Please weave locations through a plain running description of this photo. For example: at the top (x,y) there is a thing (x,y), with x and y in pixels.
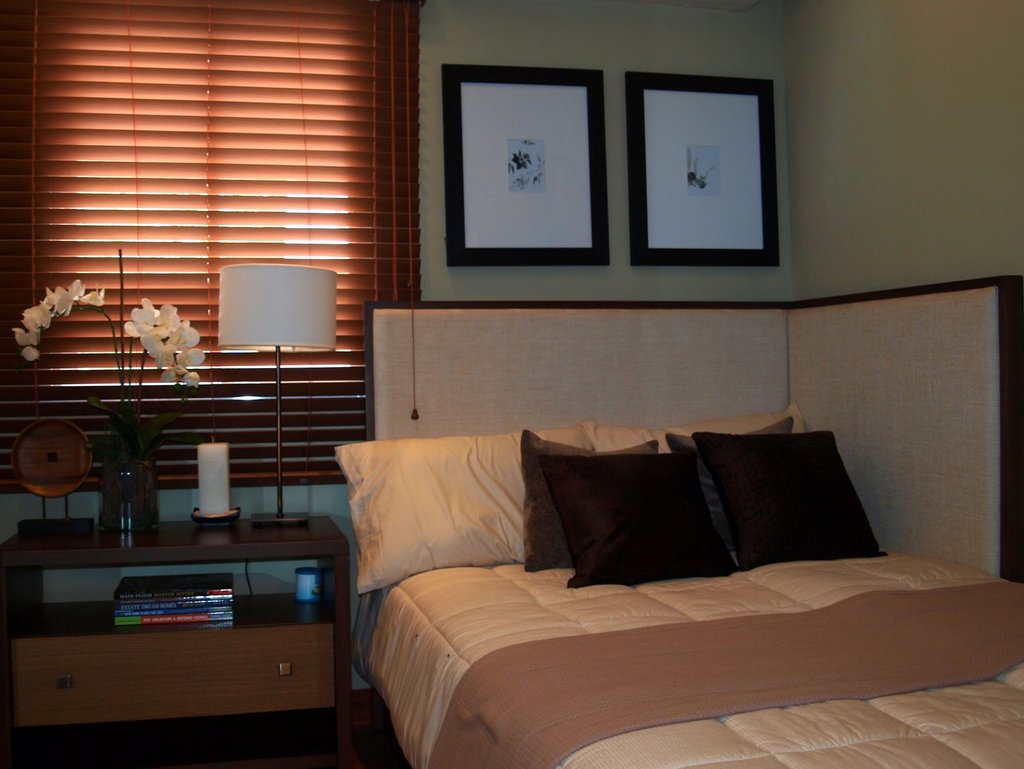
In this image there is a bed (718,659) and there are pillows (582,440) on the bed (719,595). Beside the bed (396,647) there is a wooden table (298,618) and on top of the wooden table (237,539) there are books (214,589), candle (215,486), bed lamp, flower pot (159,444) and few other objects (202,515). Behind the table (215,530) there is a window (282,156). There are curtains (255,120). In the background of the image (496,95) there is a wall (1006,167) with the photo frames (734,171) on it.
